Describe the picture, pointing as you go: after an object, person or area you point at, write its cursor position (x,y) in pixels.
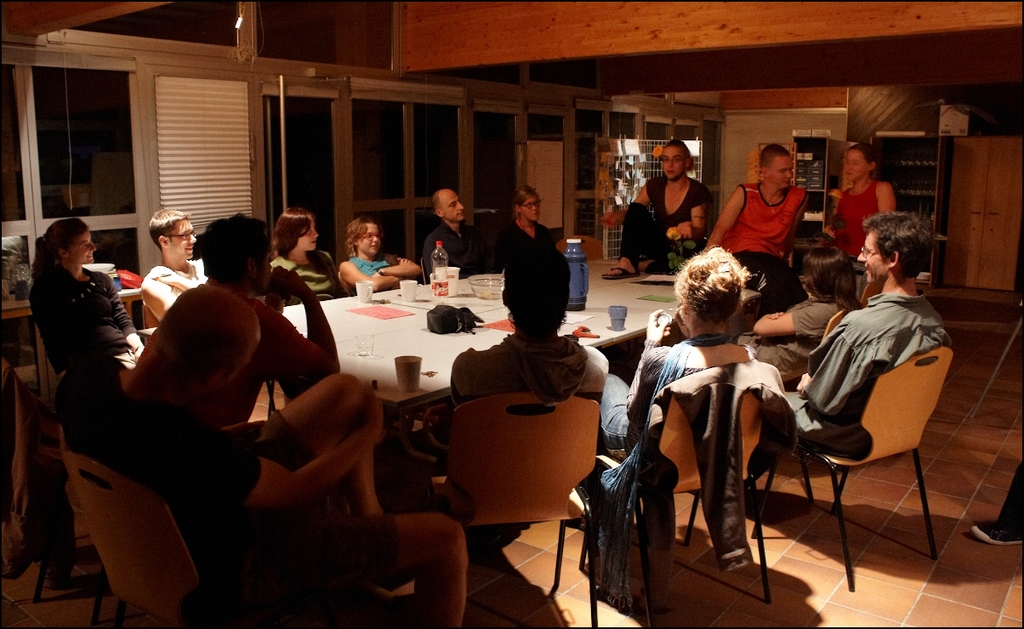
This picture is taken in a hall (390,91) of a house (143,264). There are group of people (190,262) seated around dining table (409,331). On this table (393,338) there is a bottle (433,278), cups (407,290), bowls (475,291). There is a man (668,208) on the table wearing black shirt (657,202), beside him a man (764,225) with shirt (761,227) is seated. This man (873,350) in chair (886,411) is wearing a gray shirt (885,336), he is smiling. They are discussing something, many people (224,253) are smiling. In this picture this is the blind (201,134) in the top left (207,148) and in the background (482,154) there are windows (106,178) to the left (335,116) and in the top right of the background (975,201) there are cupboards (898,158).
